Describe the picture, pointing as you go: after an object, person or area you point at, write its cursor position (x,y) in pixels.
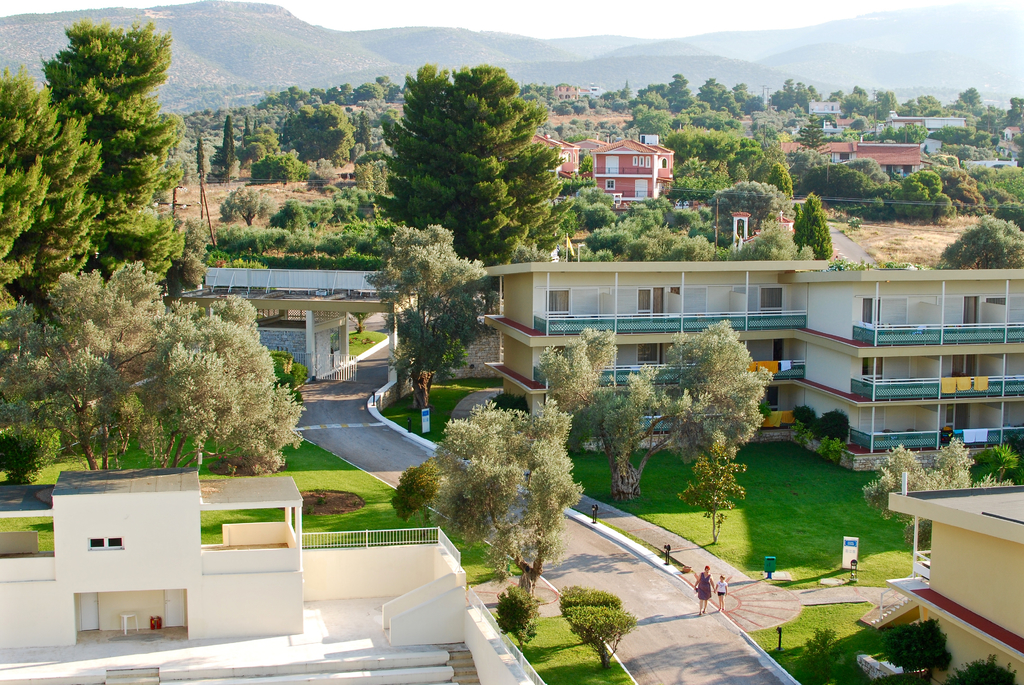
In this picture we can see people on the ground (698,645), here we can see name boards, grass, trees (453,175), buildings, clothes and some objects (769,566) and in the background (904,10) we can see mountains (898,23), sky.
